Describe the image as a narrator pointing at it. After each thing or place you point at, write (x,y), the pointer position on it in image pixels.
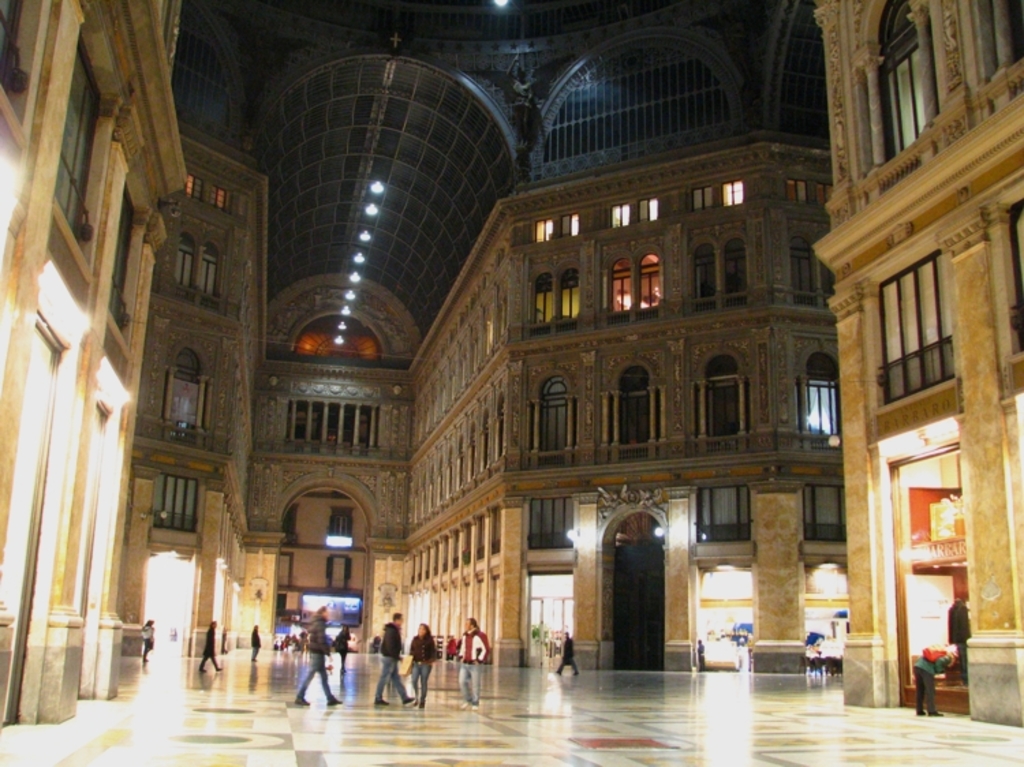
In this image we can see there are buildings (356,545), people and lights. There is a floor (611,747).
